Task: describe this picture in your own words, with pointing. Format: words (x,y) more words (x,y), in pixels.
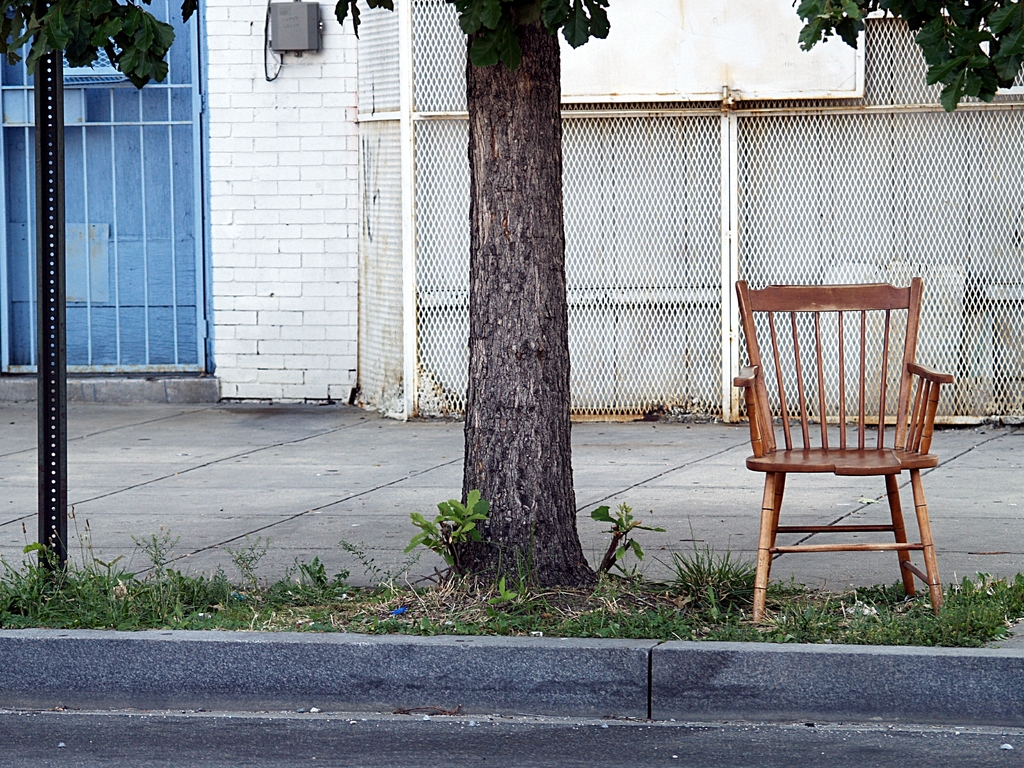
In this image there is a chair (758,613) on the land (741,617) having plants (520,600) and a tree (473,339). Left side (53,415) there is a pole (63,289). Background (1018,249) there is a wall (257,189) having a fence (947,271). Bottom of the image (569,746) there is a road (518,757).
